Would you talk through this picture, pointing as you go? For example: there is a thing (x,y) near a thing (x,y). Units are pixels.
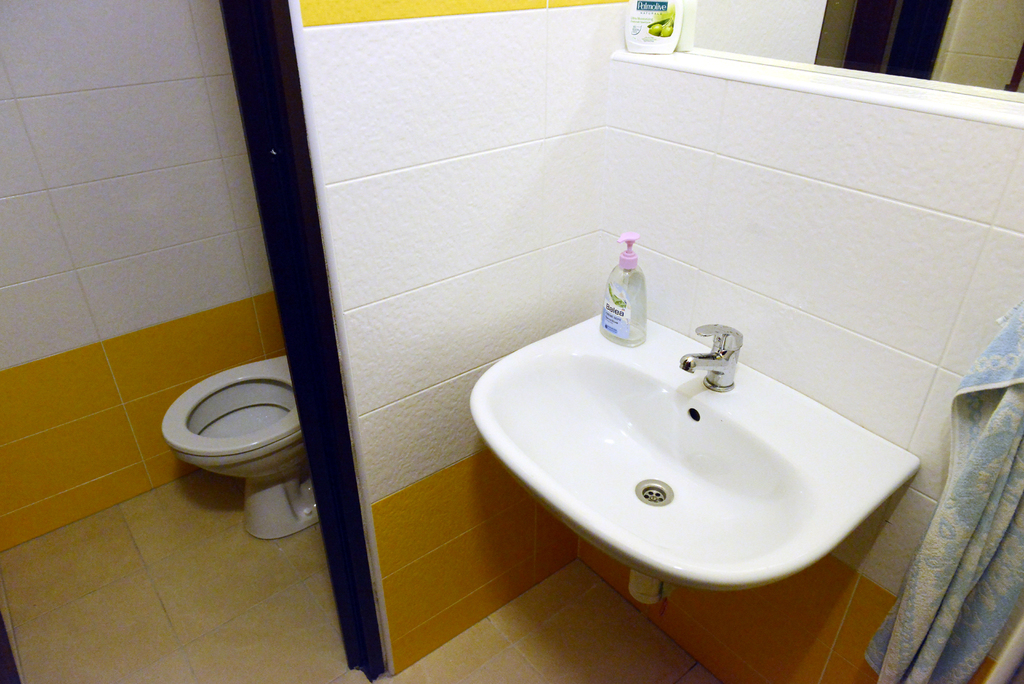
In the center of this picture (634,297) we can see the bottles (620,323), wash basin (631,398) and a tap (696,361) and we can see the wall mounted mirror (745,28) in which we can see the reflection (980,50) of the wall (980,50) and some other reflections (934,42). On the right corner (977,422) we can see a towel (974,543). In the background (211,391) we can see a toilet seat (227,393) and the wall (197,262).
